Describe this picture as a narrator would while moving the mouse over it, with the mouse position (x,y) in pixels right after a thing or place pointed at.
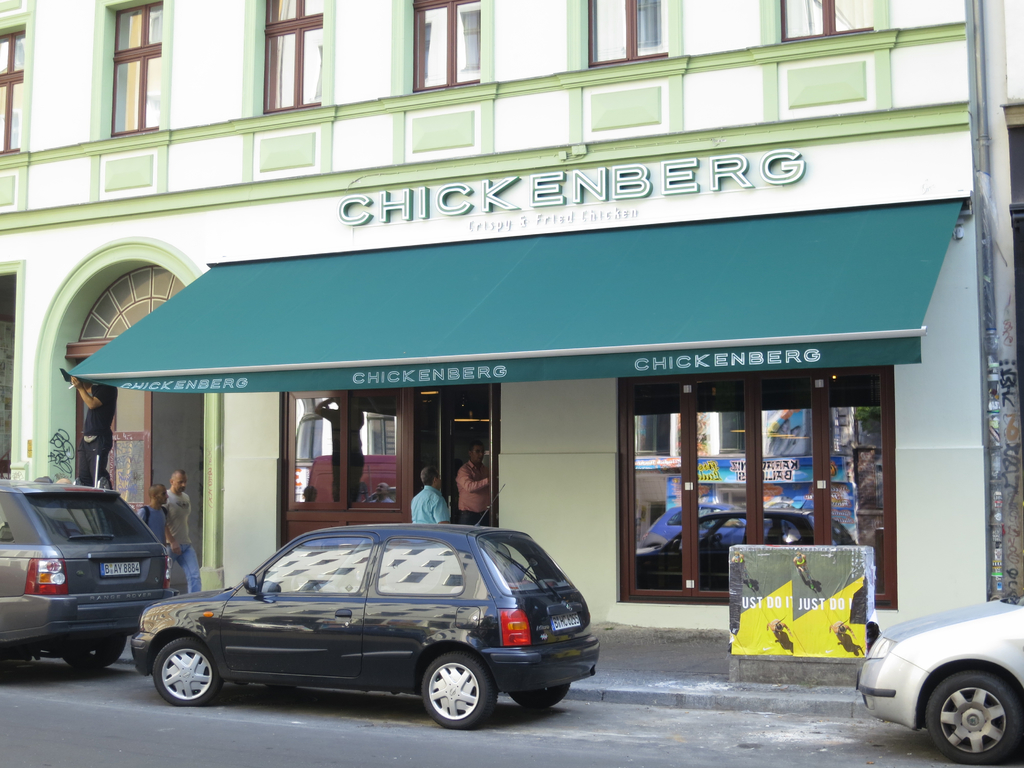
This image is taken outdoors. At the bottom of the image (268,722) there is a road (518,730). In the middle of the image (407,327) there is a building (894,190) with walls (283,179), windows (151,69), doors (419,432) and there is a text (586,212) on the wall (444,170). A few people (186,493) are walking on the road (489,737) and a few (472,475) are standing. There is a board (802,612) with a text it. Three cars (952,682) are parked on the road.
